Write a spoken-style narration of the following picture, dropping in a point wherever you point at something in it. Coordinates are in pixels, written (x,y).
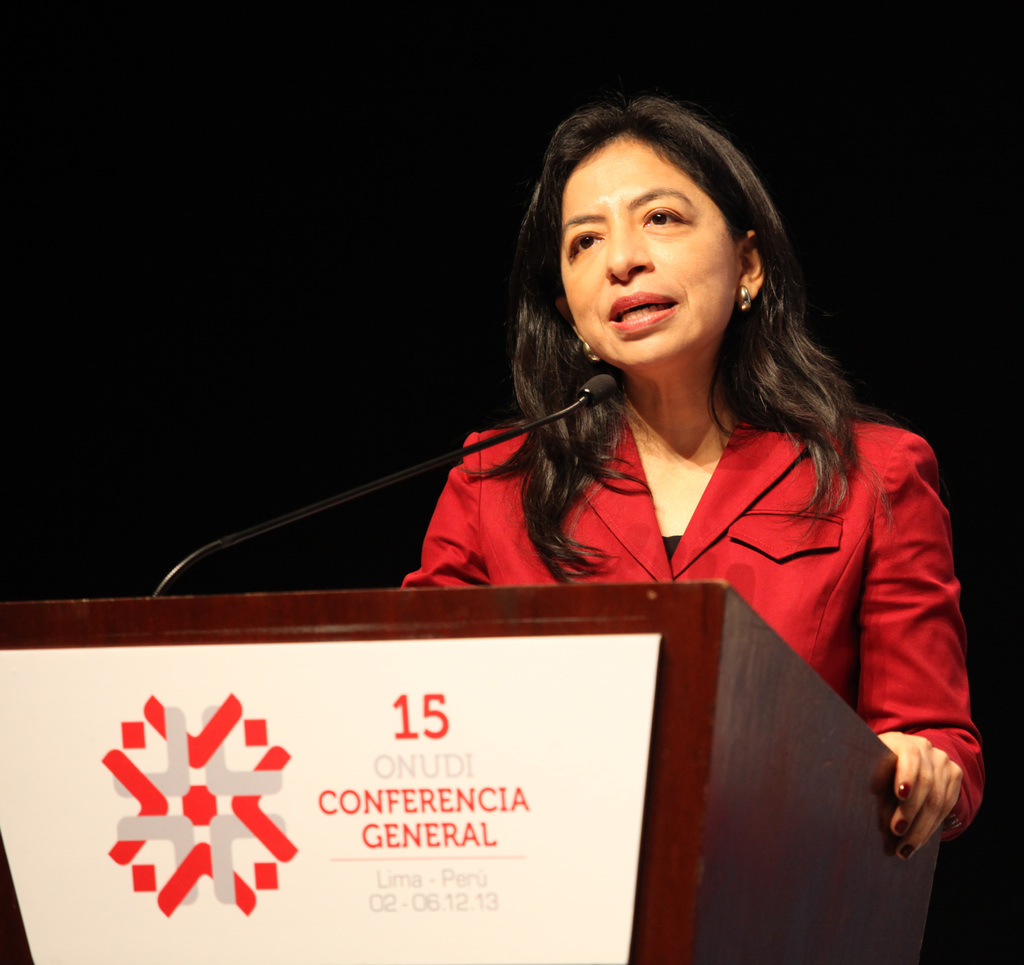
As we can see in the image there is a mic (199,552), banner (63,879) and a woman (776,438) wearing red color jacket (744,555). The background (325,149) is dark.
